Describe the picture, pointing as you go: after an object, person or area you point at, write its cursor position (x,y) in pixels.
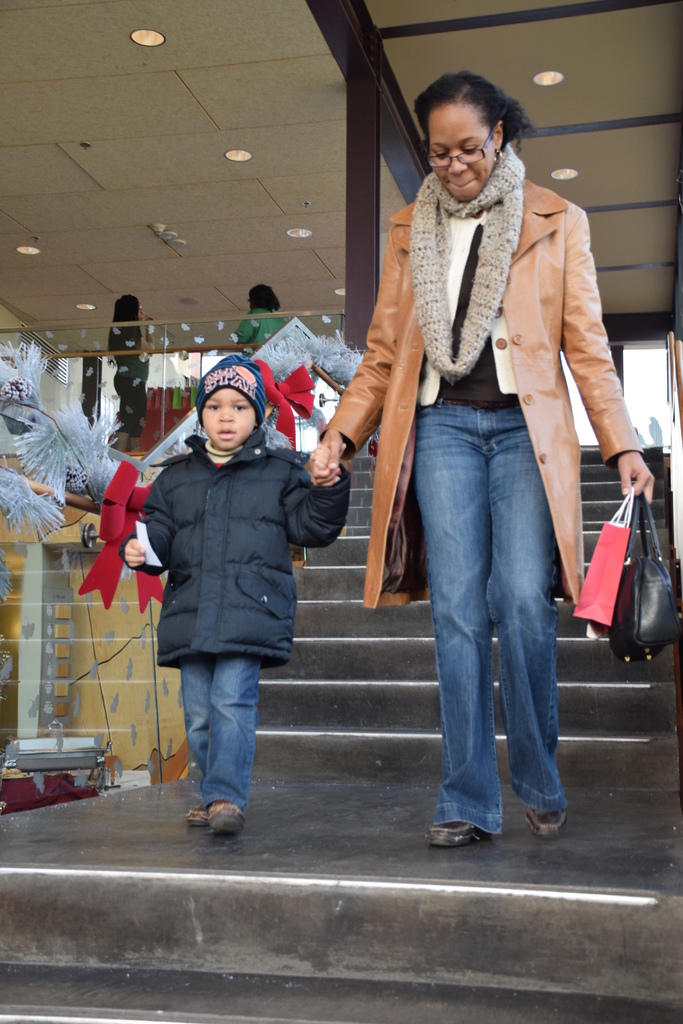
In this image I see a woman (416,483) who is holding bags (589,607) and holding the hand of a child (267,562) and they are on the path (362,821). In the background (359,751) I see 2 persons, stairs (363,495) and lights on the ceiling (448,28).
